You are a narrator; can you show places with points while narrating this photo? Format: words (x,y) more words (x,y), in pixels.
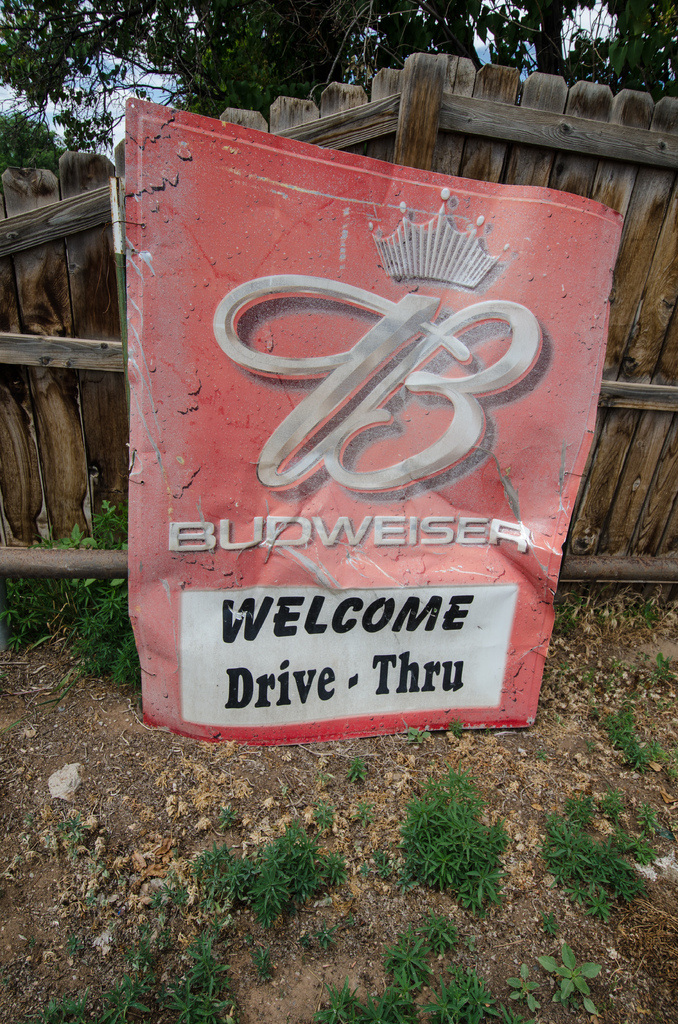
In this image I can see a board (478,452) which is in red color. Background (551,97) I can see a wooden fence (530,97), trees (367,70) in green color and sky (119,98) in white and blue color.
